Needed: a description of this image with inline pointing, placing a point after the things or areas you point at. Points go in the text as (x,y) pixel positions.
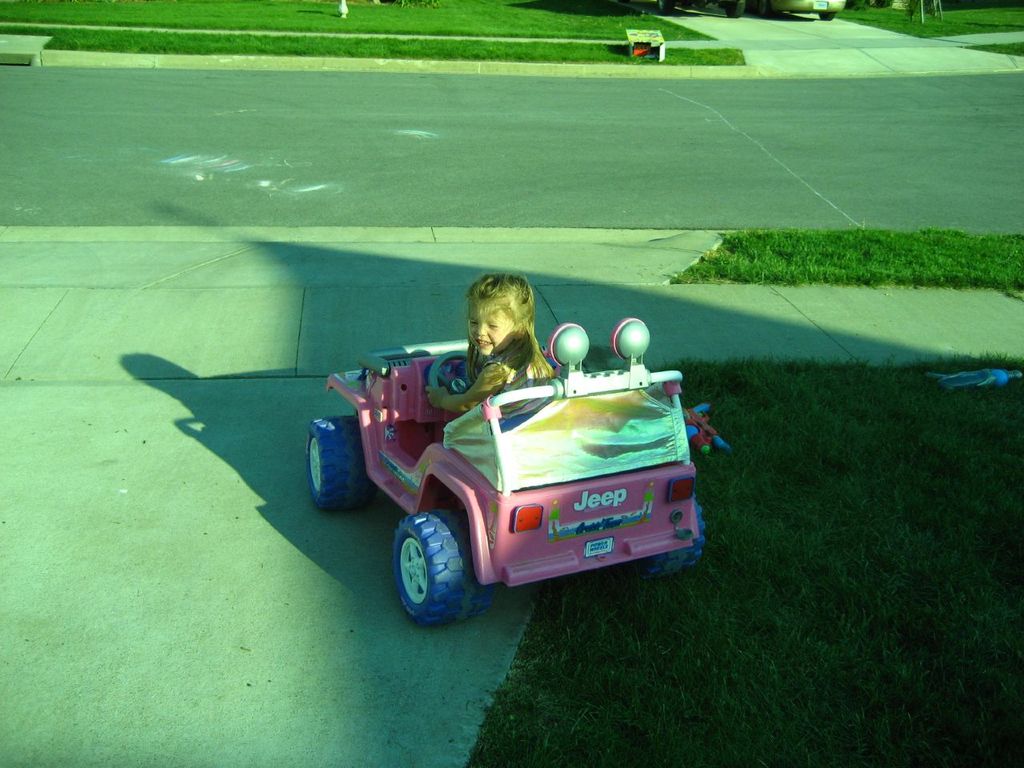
In this picture there is a small girl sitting in the pink color car toy (448,506). Behind there is a grass lawn (855,596) and small road lane (198,196).
